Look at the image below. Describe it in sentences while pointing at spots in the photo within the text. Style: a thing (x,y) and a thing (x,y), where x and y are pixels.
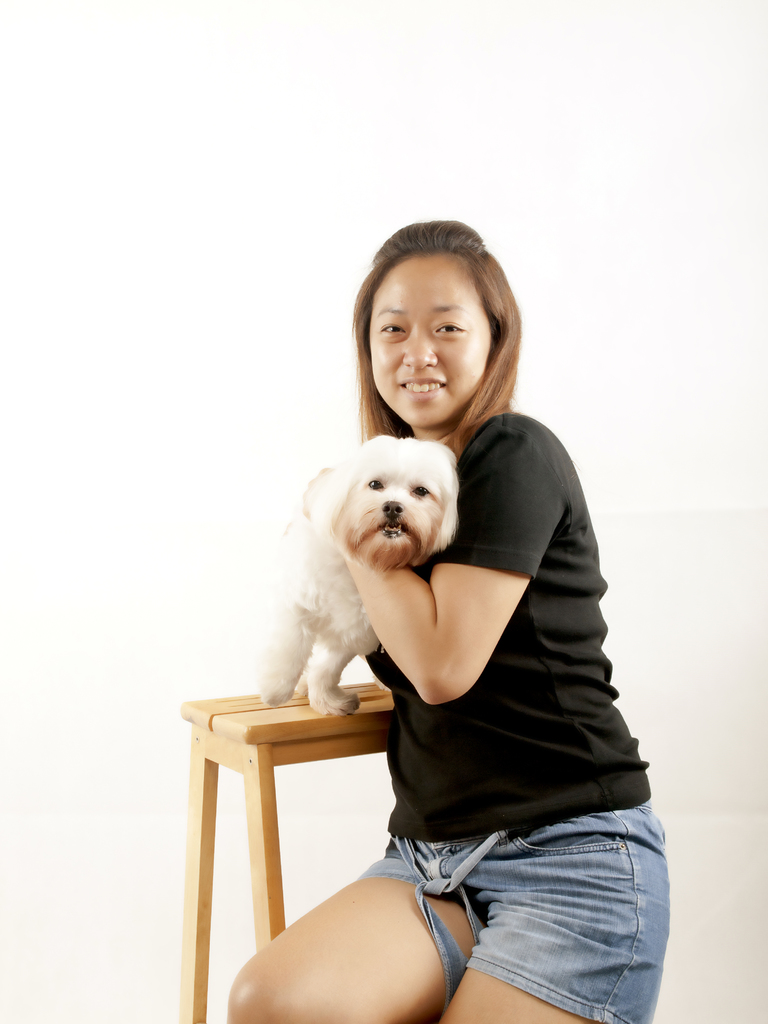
The women (508,638) wearing black T-shirt (520,646) is holding a dog (363,509) which is on the stool (280,722).
